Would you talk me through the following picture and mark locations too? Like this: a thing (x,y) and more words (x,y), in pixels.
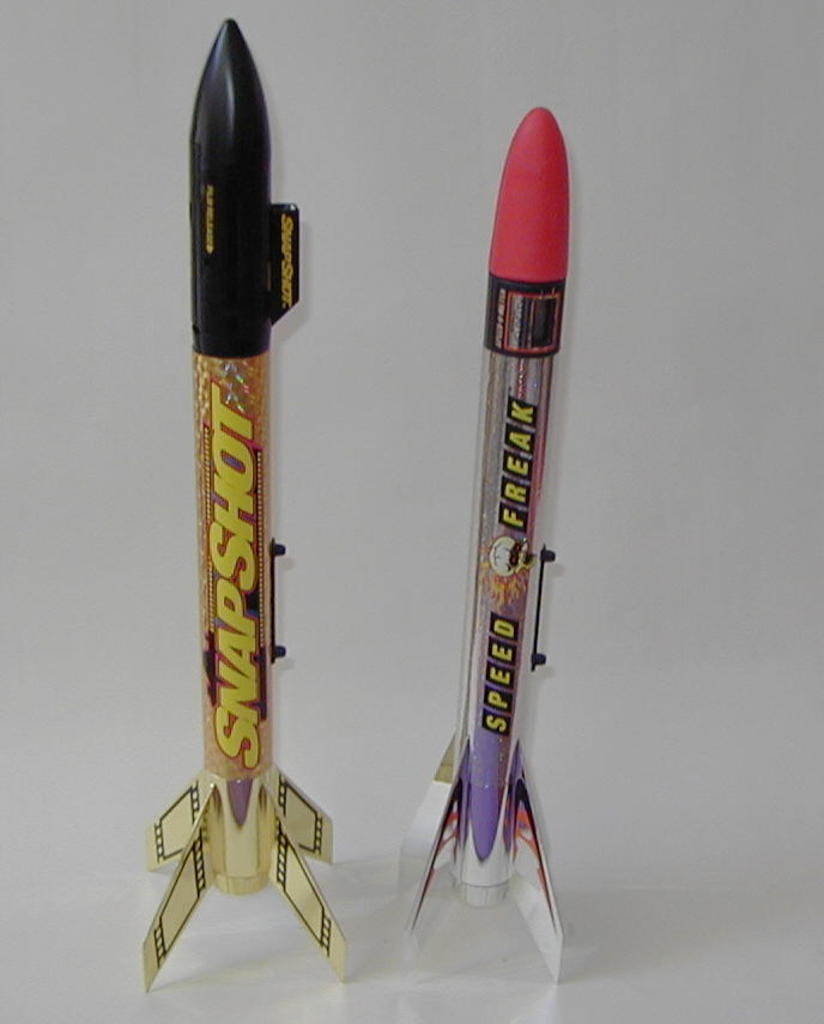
In this image we can see model rockets (227,593). In the background (555,525) there is a wall (88,500).
